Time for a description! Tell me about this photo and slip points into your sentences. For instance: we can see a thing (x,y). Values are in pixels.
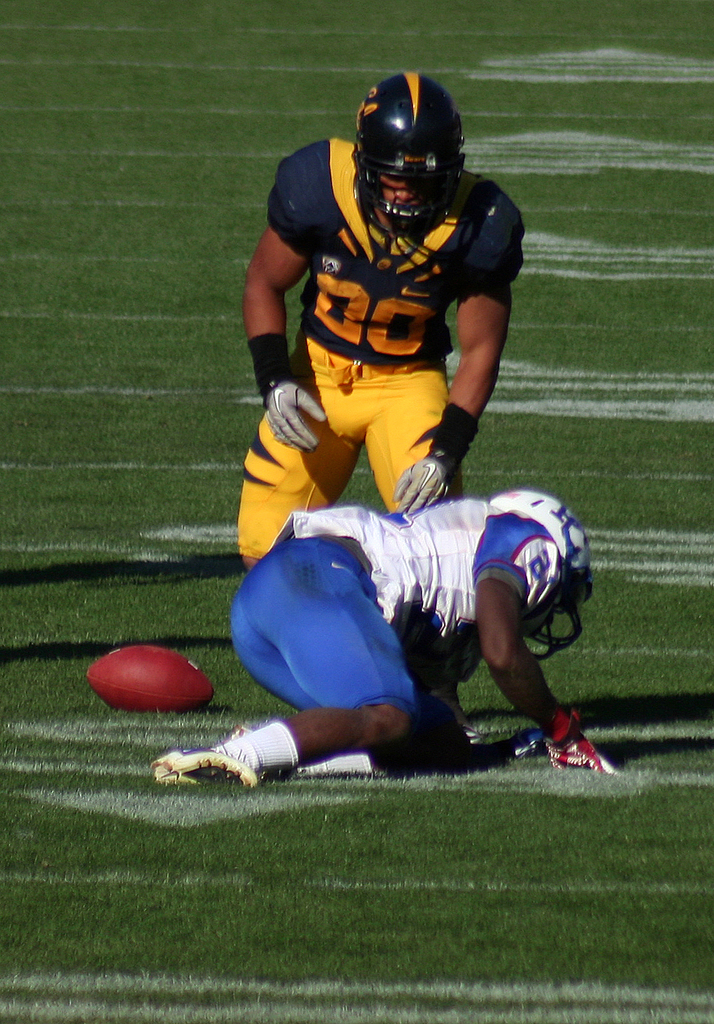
In the image there are two players (457,462), the first player (290,652) is falling on the ground (157,514) and the second player (312,306) is standing and there is a ball (142,685) beside the players (267,499) on the ground (41,604).
